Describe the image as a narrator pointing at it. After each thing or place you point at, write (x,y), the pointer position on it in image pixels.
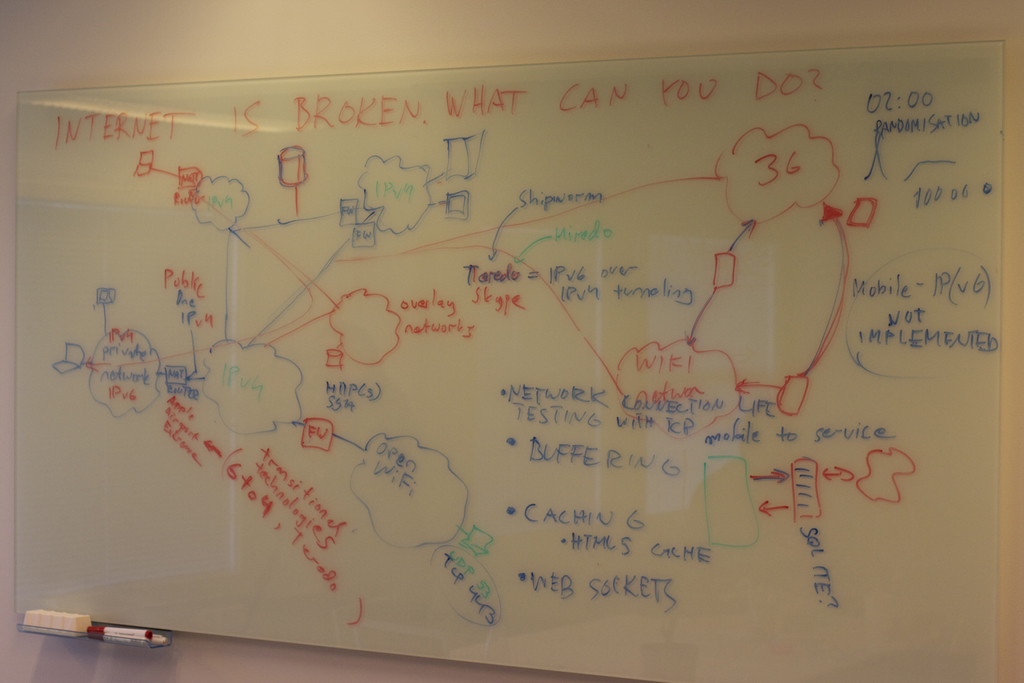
In this image we can see one big whiteboard (976,490) with text (137,118) attached to the wall (100,43), one marker (155,642) and duster (70,618) attached to the whiteboard (163,569).
